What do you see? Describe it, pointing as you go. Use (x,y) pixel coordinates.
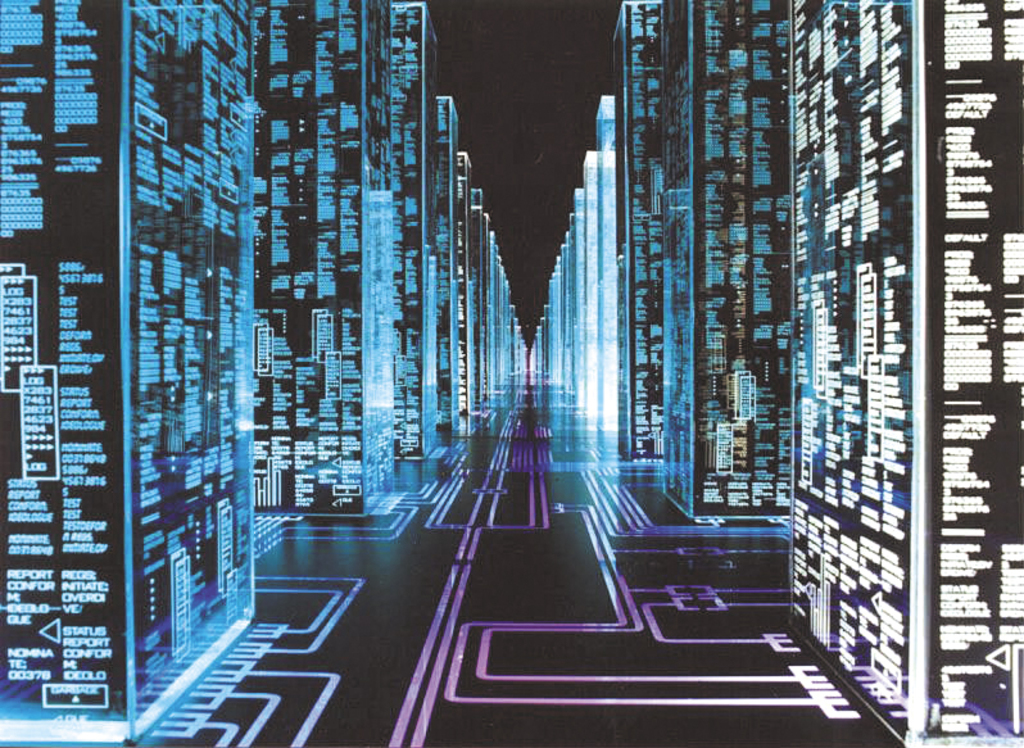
In this picture I can see some blocks (769,391), in which we can see the codes (952,564) and also we can see connecting lines (511,622) in between the blocks (808,432).
